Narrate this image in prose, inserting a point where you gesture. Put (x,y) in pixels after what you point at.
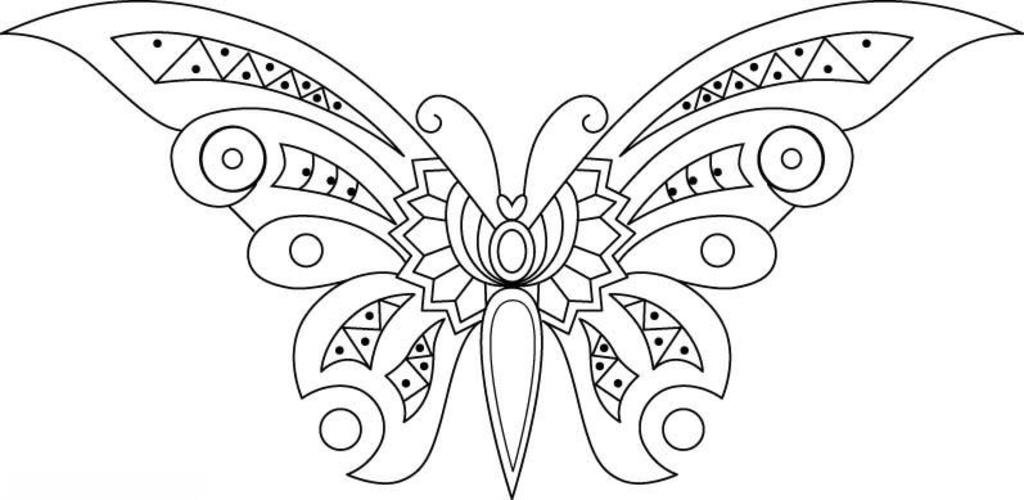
In the image there is a sketch (364,231) of a butterfly (493,324).
